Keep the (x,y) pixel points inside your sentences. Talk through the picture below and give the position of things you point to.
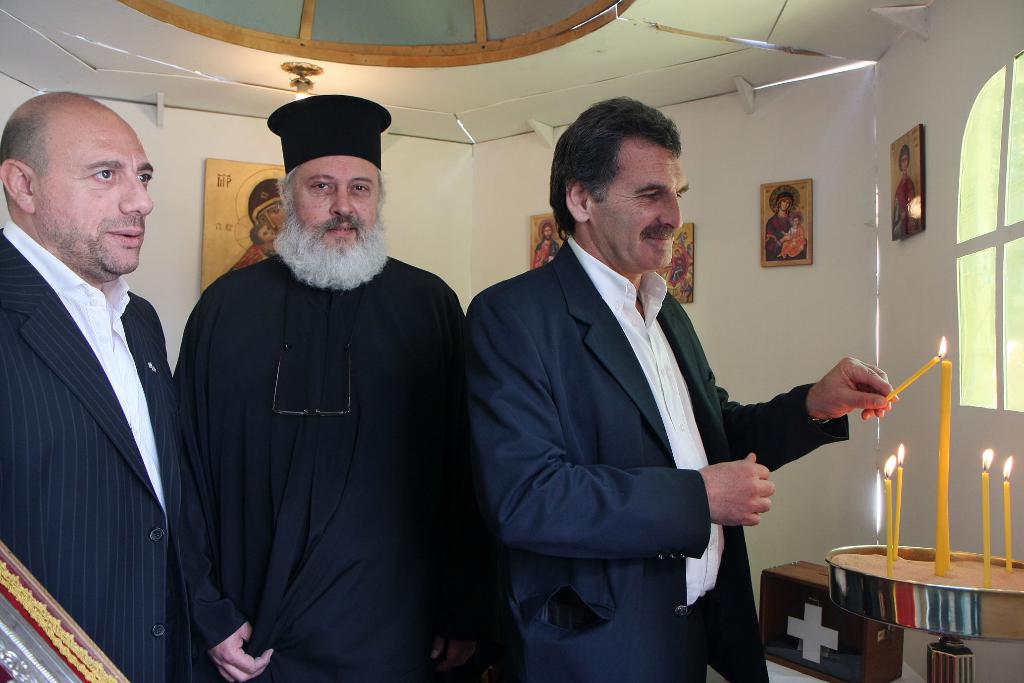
In this image there is a person (297,399) wearing a cap (323,110). People (313,160) standing. Two people (63,477) are wearing the blazer (557,522). Right side (846,574) there is a stand (967,654) having candles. Right side there is a person (765,428) holding the candle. There is a box (803,664) on the table (810,680). Few picture frames (683,257) are attached to the wall (751,226). A light (306,83) is attached to the roof (508,54). Right side (1015,351) there is a window (1000,324).
